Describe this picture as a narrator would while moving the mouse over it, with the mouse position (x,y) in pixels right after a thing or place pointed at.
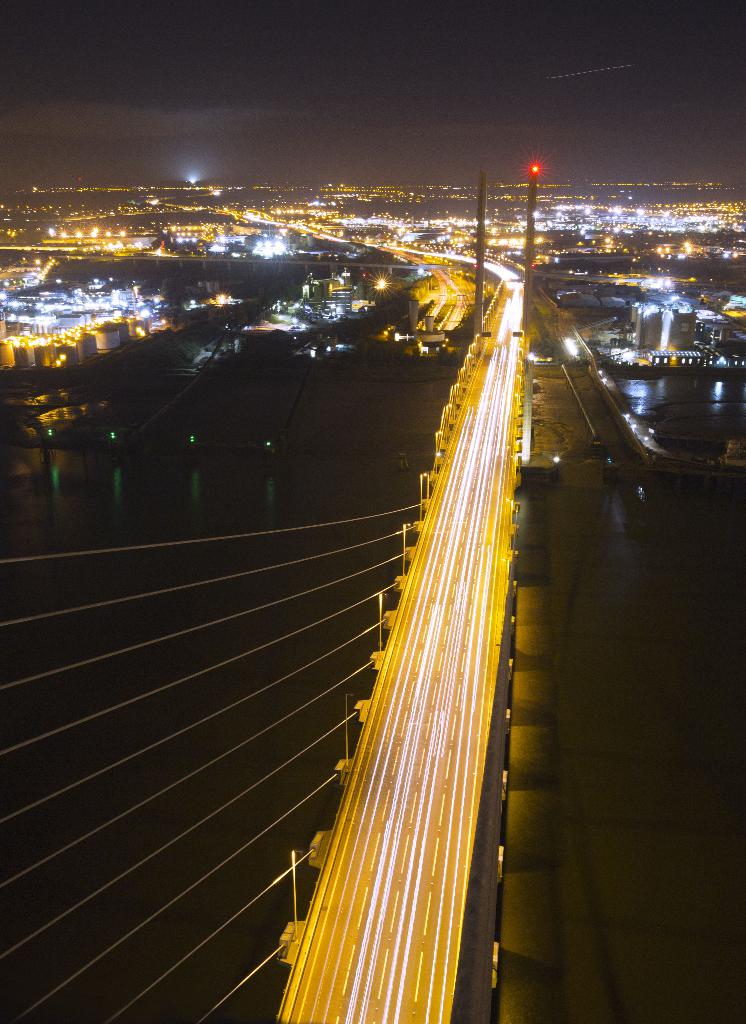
In this image I can see lights (294,229), bridge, poles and the sky (446,124).
